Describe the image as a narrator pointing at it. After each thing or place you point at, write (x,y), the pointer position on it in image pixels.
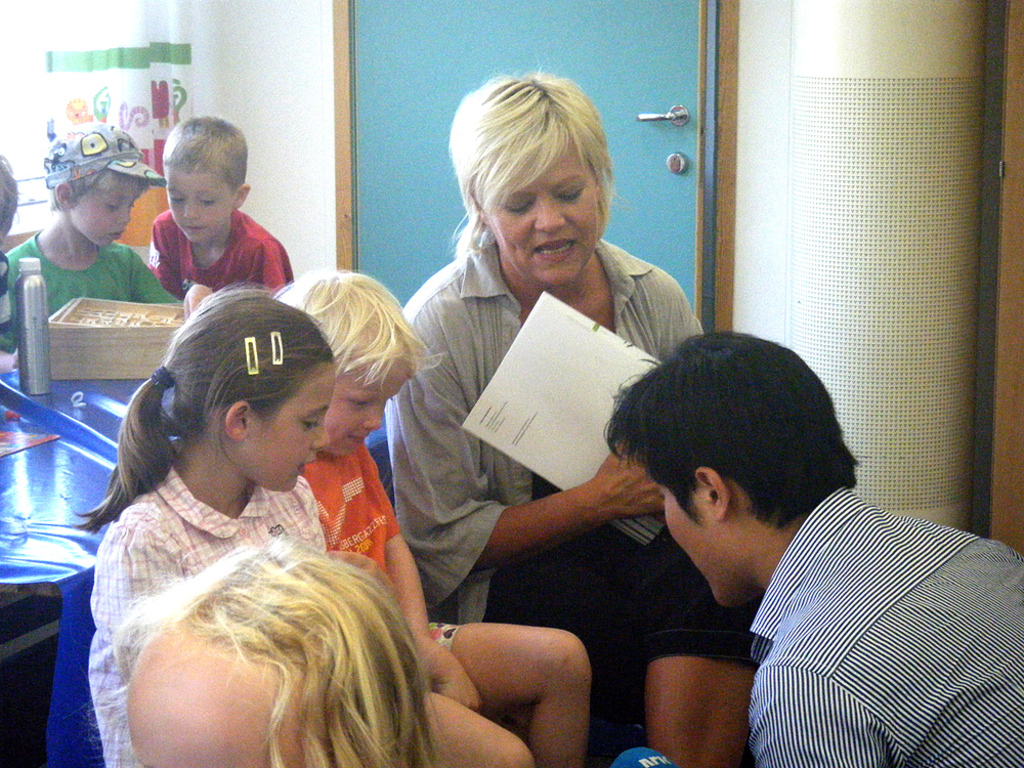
In this image we can see a few people (399,539) sitting around a table (80,467), there we can see one of them (417,506) holding a book (572,442), there we can see a bottle (35,363), a box (122,360) and some other objects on the table (45,414), there we can see a window (50,77), curtain cloth (108,82) and a door (441,105).
